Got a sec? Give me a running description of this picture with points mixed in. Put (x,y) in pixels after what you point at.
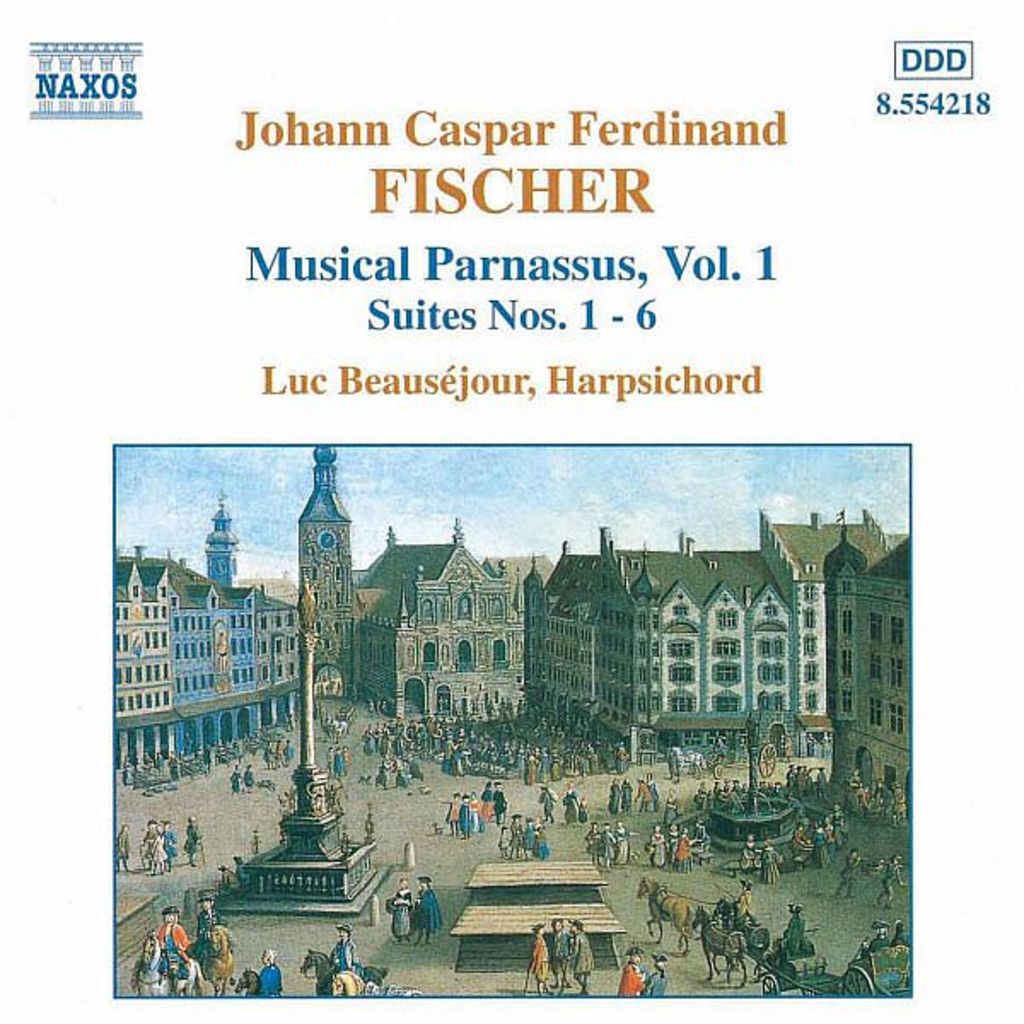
It is a paper (639,347) in this image there are people (599,856) with the horses (700,915), there are buildings (568,604).
